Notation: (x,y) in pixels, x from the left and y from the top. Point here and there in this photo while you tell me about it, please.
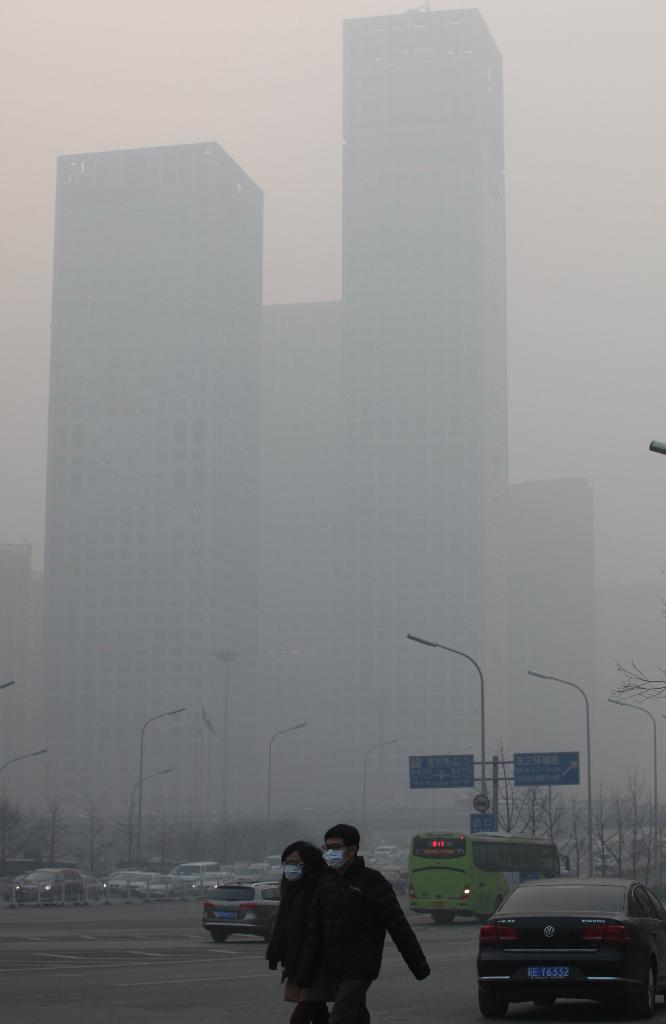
We can observe two members (351,908) are walking on the road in the background (243,931) there are some vehicles (224,901) street poles (226,715) and some buildings (177,410) here. There is a fog (555,178) and smoke (558,146) here.
